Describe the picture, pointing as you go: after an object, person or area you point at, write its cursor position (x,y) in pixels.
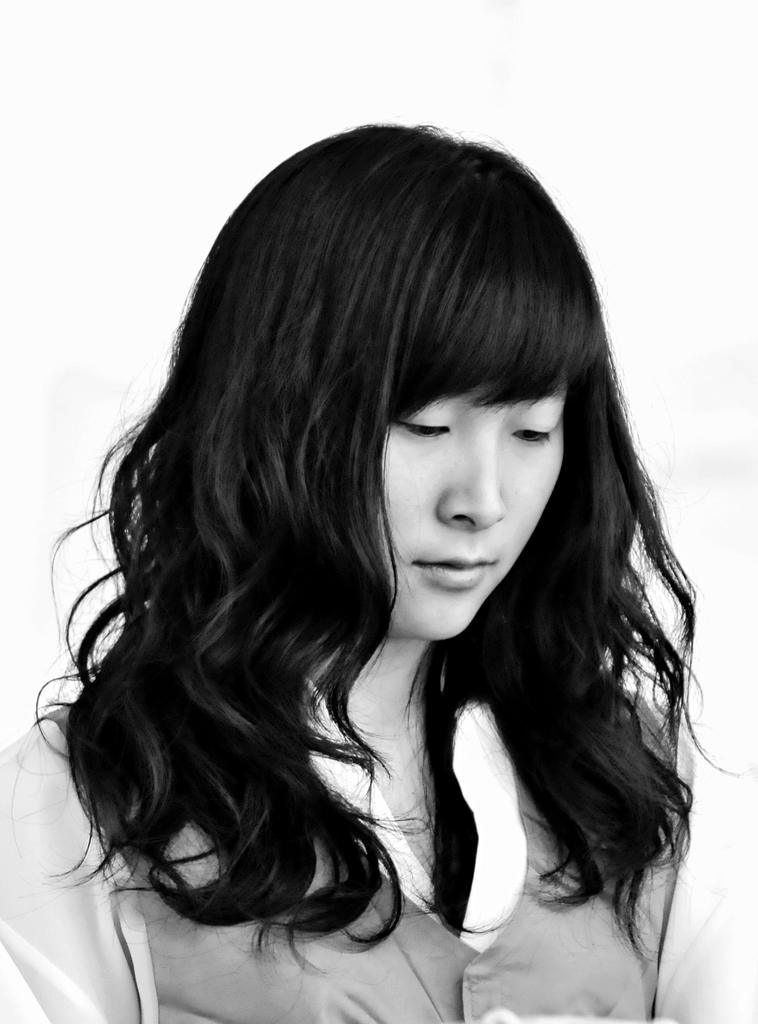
This is a black and white image. In this image we can see a woman (373,646).
